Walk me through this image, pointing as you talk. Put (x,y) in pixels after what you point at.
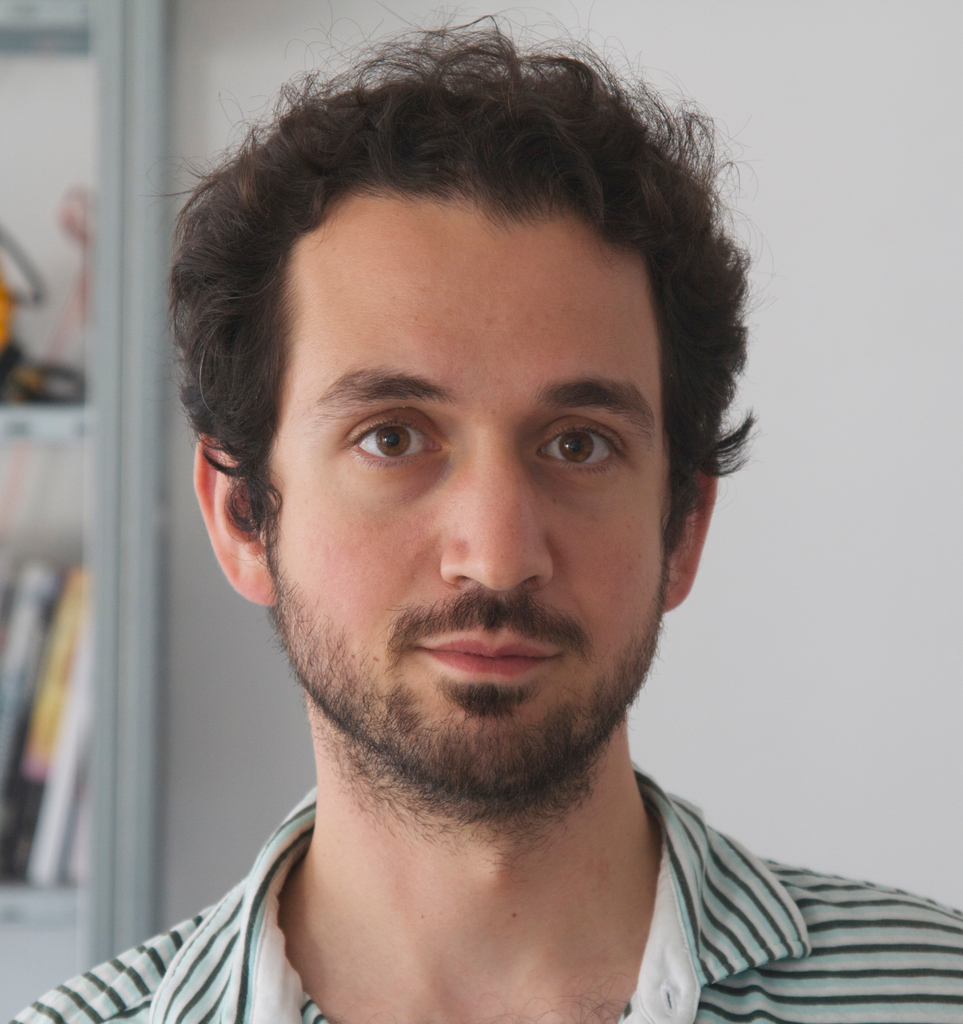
In this image we can see a man (536,609). In the background (15,702) we can see wall (871,288), books (13,814), and few objects (20,398) on the racks (12,420).
